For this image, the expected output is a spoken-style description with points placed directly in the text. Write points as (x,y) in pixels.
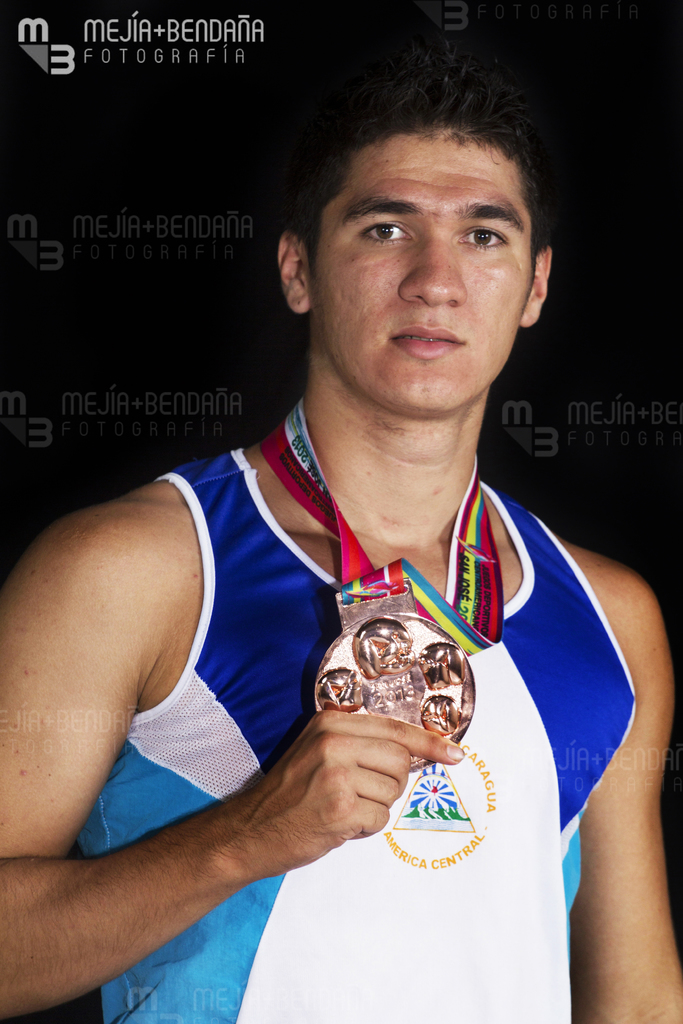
In this image we can see a man (214,683) wearing a medal (373,623) and holding it. We can also see some text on this image.
